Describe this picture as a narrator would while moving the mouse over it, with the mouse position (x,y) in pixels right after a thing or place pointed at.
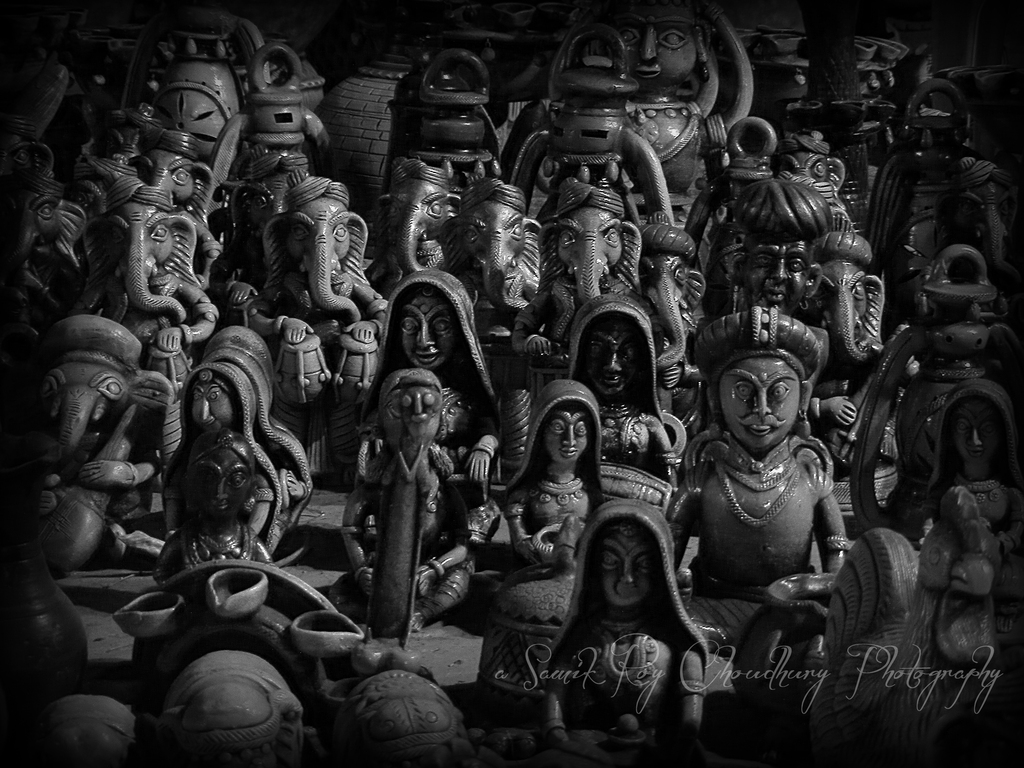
In this image we can see some idols (352,376) of Ganesha (438,218), women (596,619) and some men (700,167).
